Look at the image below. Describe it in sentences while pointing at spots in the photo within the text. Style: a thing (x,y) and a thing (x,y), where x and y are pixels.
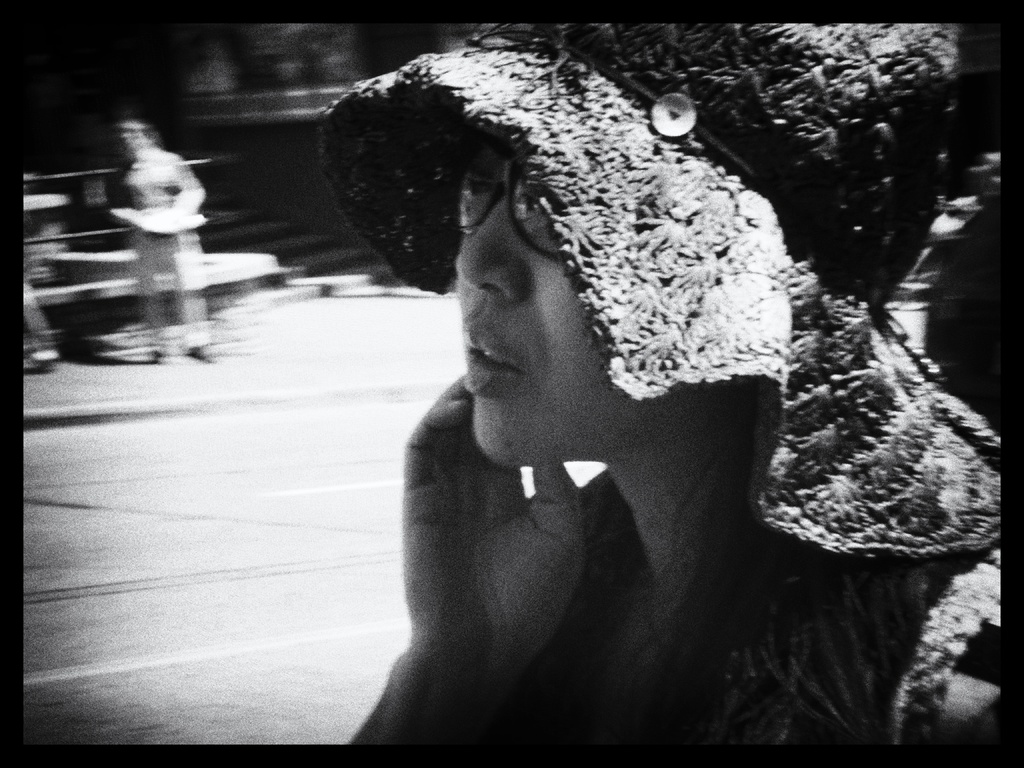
This is a black and white image, where we can see a lady (945,562) wearing a hat (608,284), behind her there are people (130,262) standing.
